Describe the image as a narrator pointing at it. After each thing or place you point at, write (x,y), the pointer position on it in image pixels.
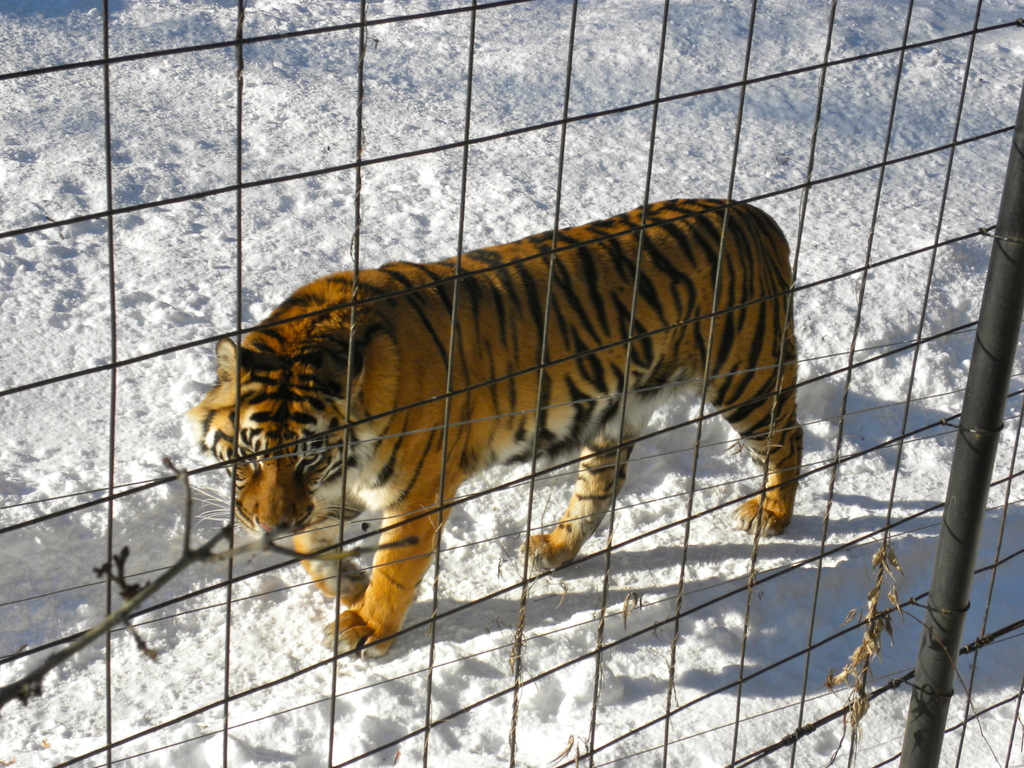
In this image we can see a Tiger (362,449) which is in Fence (435,510). And we can see snow (385,678) in the background (901,246) and bottom. And some branches (68,658) of the tree (78,637) and poles (930,730) are seen in the foreground (980,409).
